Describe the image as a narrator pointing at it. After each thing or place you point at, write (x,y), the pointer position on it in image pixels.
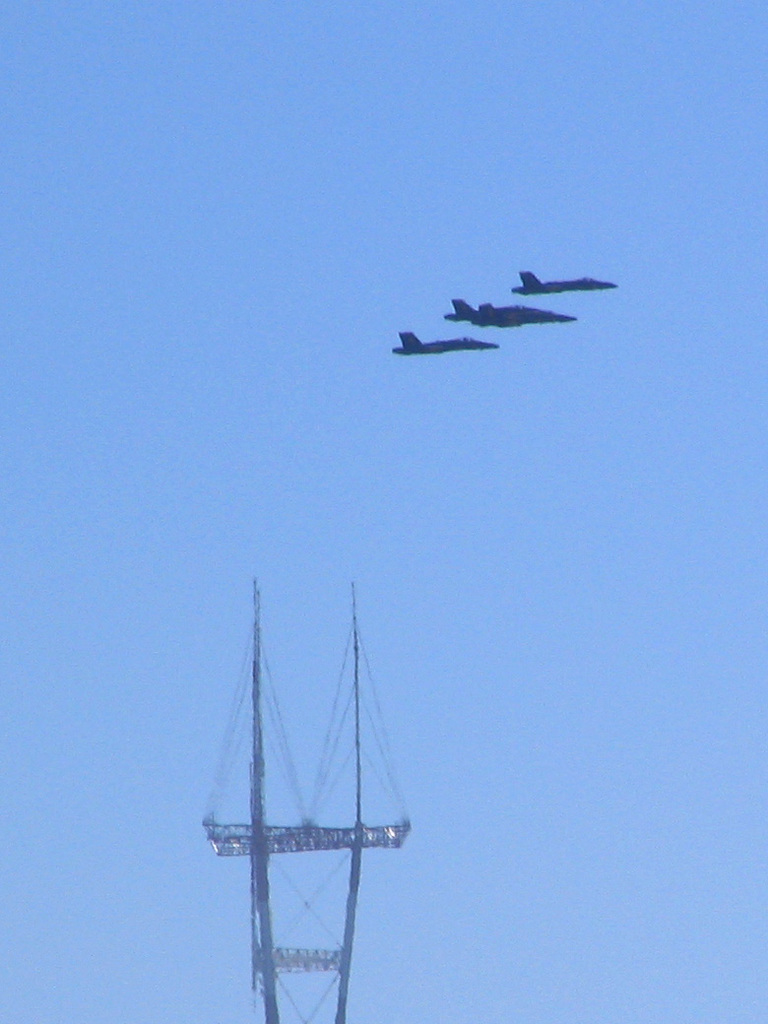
In the image there are three planes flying in the sky (485,245) and below the planes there is an object (266,983).
